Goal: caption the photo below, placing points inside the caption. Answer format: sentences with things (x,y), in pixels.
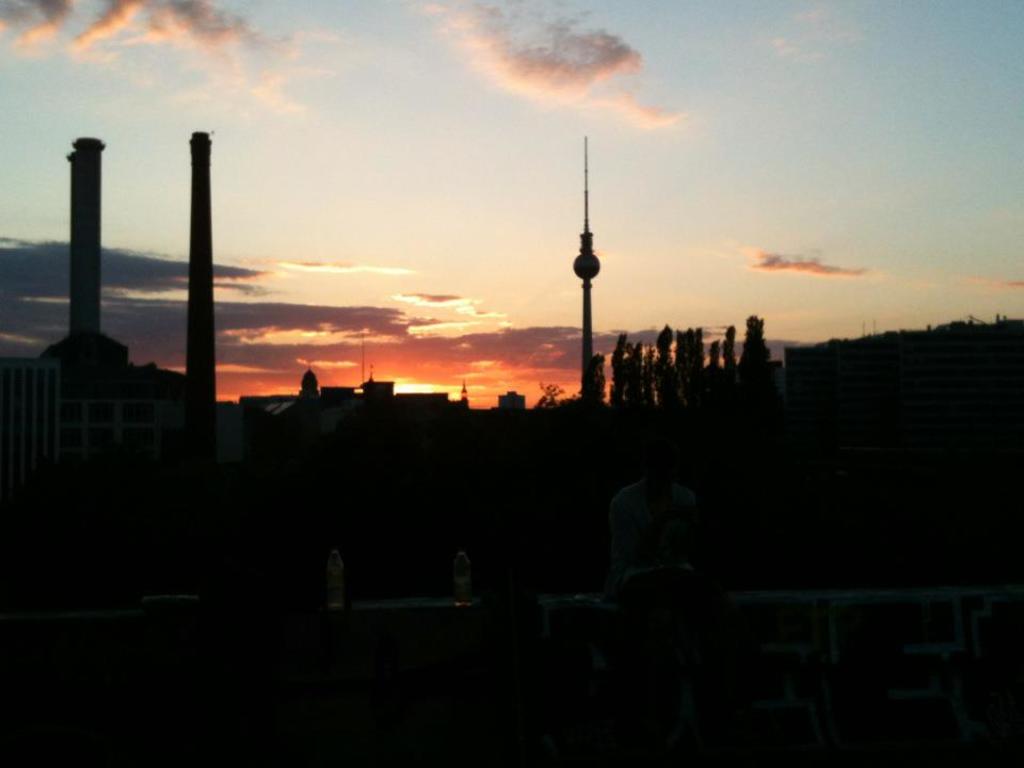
This image consists of a building (230,410) along with chimneys (190,355). It looks like it is clicked outside. The image is dark. In the background (329,180), there are clouds (364,323) in the sky (432,223).
